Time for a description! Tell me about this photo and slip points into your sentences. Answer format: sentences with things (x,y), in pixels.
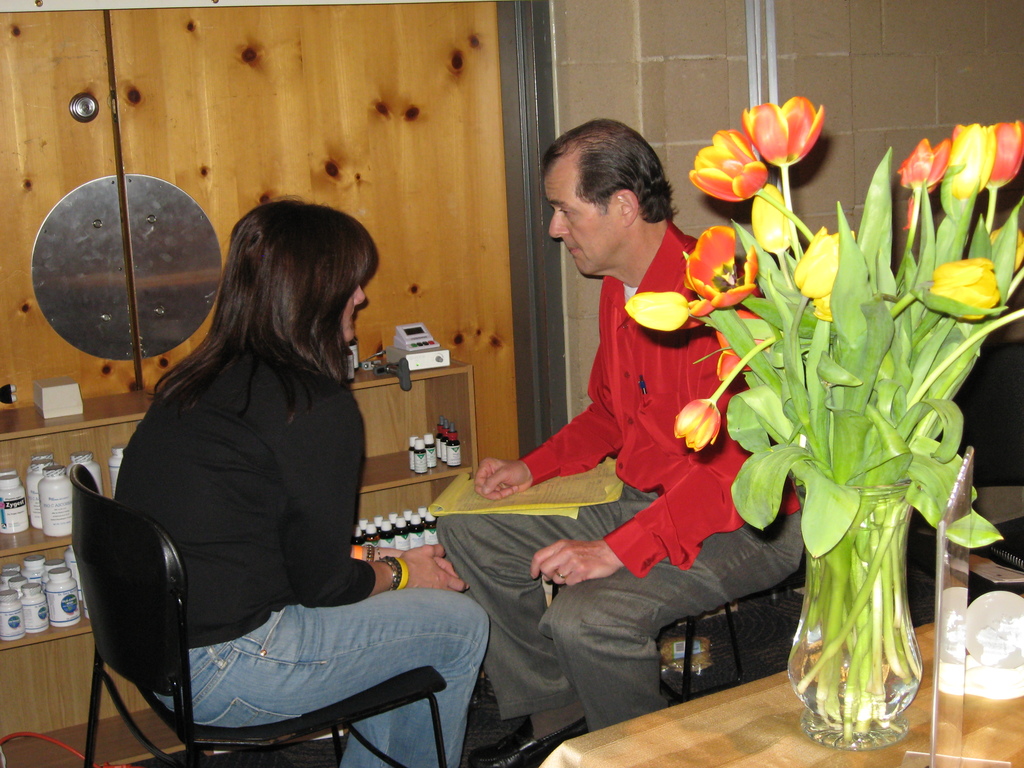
In the image we can see two persons (249,398) were sitting on the chair (686,689). In the front (719,742) bottom we can see the table (776,735), on table (805,744) we can see flower vase (890,664), some more objects (947,726). And back we can see some tonics (27,522), And some more bottles (433,527) and wall (614,106).
